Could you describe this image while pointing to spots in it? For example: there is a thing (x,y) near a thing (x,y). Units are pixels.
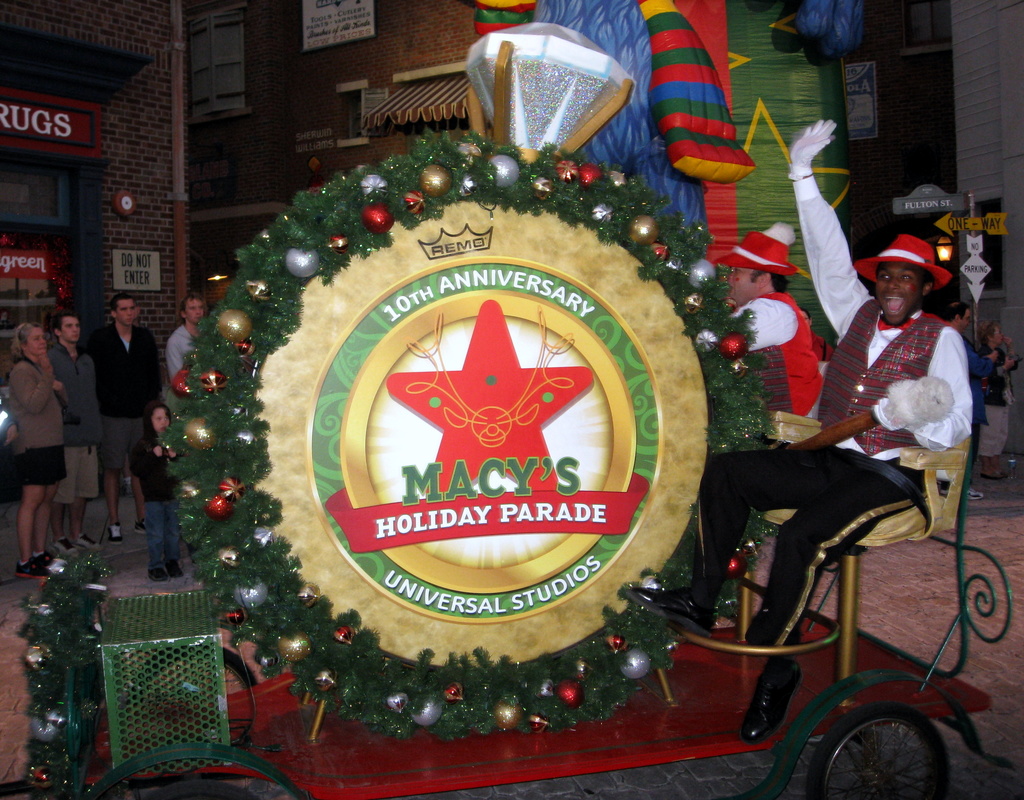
In this image we can see these two persons (819,499) sitting on the chairs (765,647) and Christmas decoration items (635,672) are moving on the trolley (795,767). In the background (123,13), we can see these people (28,536) are standing on the road (1014,609), brick buildings (271,110) and boards (353,14).
